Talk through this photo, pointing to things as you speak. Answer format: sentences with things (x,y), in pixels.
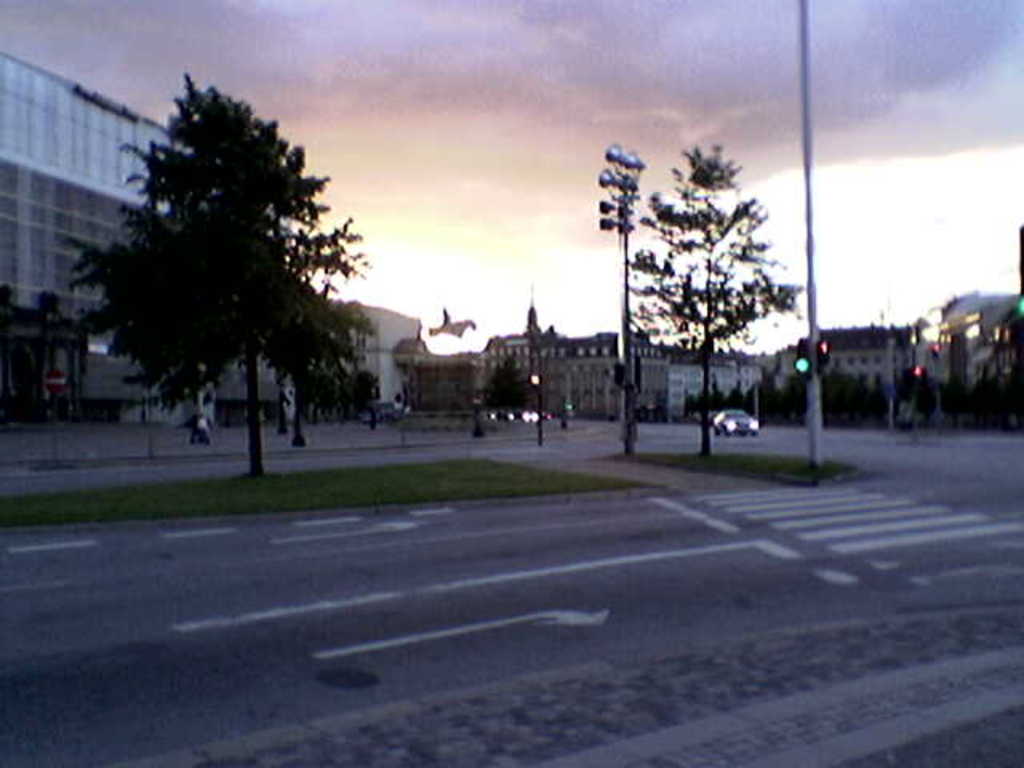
In this picture, we can see the road (555,606), vehicles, ground (320,484) with garden (532,484), poles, trees (701,346), lights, building (688,351) with windows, and the sky (570,134) with clouds (906,78).
